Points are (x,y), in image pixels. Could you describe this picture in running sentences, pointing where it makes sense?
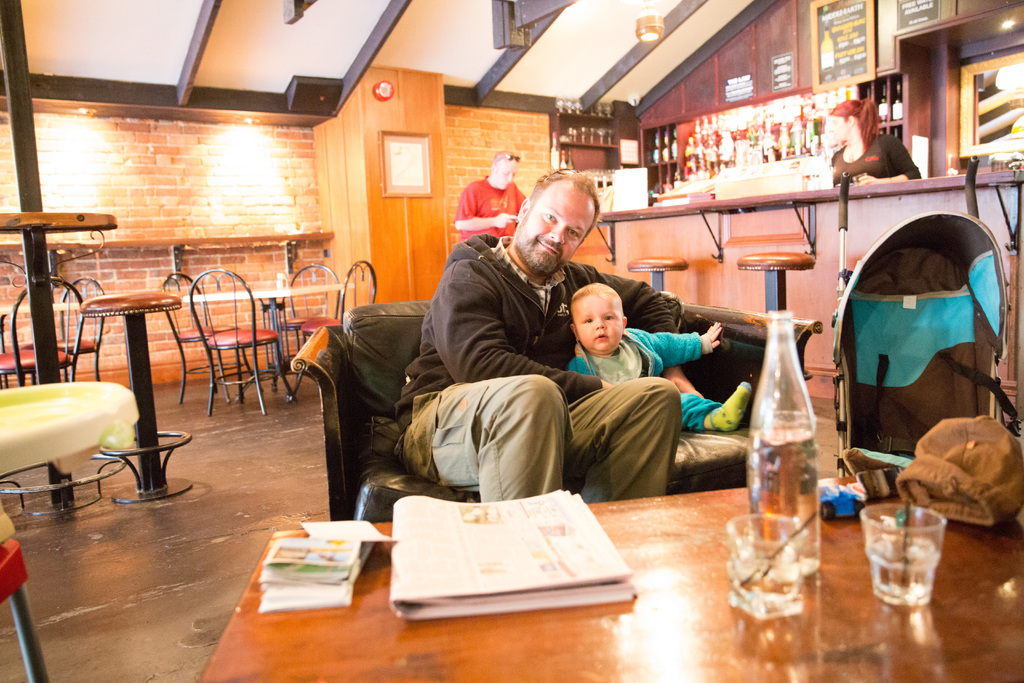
In the given image we can see there are four people (507,209) and there are many chairs (250,345) and table (506,633). On the table (579,647) we can see a glass (769,526) and a bottle (769,467). There are many bottles (725,160) on the shelf (656,170).
